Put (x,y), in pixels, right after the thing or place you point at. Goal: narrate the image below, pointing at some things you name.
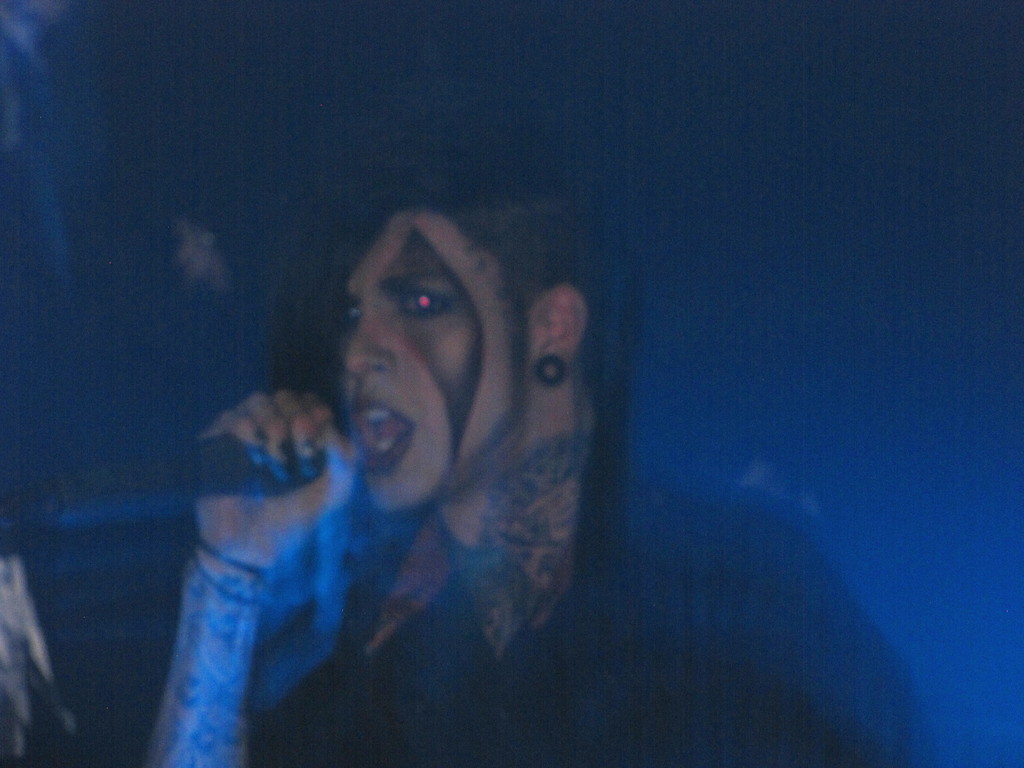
This is an image clicked in the dark. Here I can see a person (458,491) holding a mike (220,480) in the hand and singing. This person (414,421) is facing towards the left side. The background (790,485) is in blue color.
